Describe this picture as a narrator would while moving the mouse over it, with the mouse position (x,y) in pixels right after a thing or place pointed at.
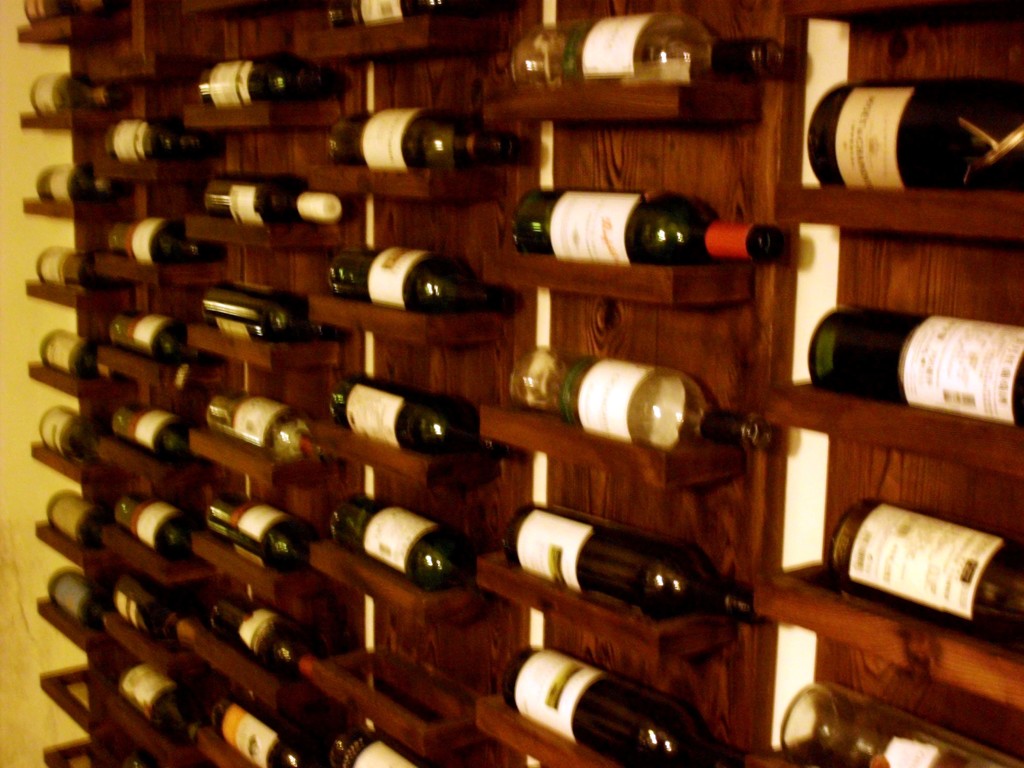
In this image I can see few bottles (442,562) are arranged in the rack (752,128). On the left side of the image (36,559) there is a wall (23,227).
